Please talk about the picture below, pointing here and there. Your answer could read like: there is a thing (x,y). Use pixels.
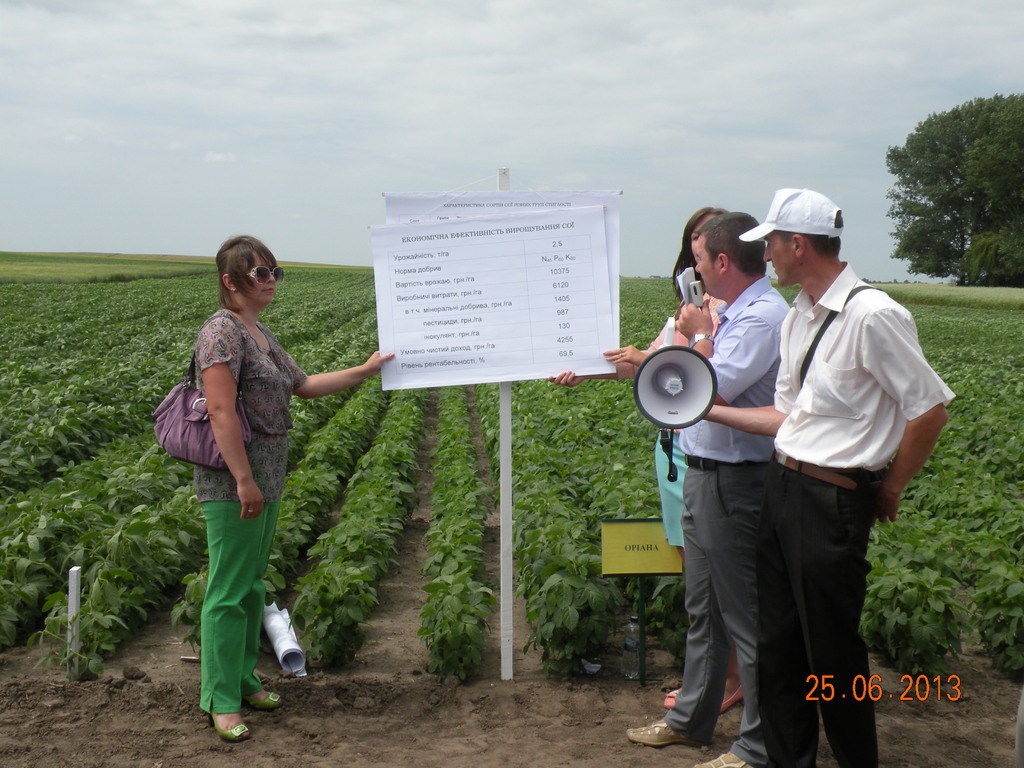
In this image I can see four persons (696,613) are standing on the ground (526,672) and are holding objects (647,396) in their hand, posters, pole (510,445), and plants (514,476). In the background (752,204) I can see trees (917,155) and the sky (452,144). This image is taken may be in a farm (473,538).
